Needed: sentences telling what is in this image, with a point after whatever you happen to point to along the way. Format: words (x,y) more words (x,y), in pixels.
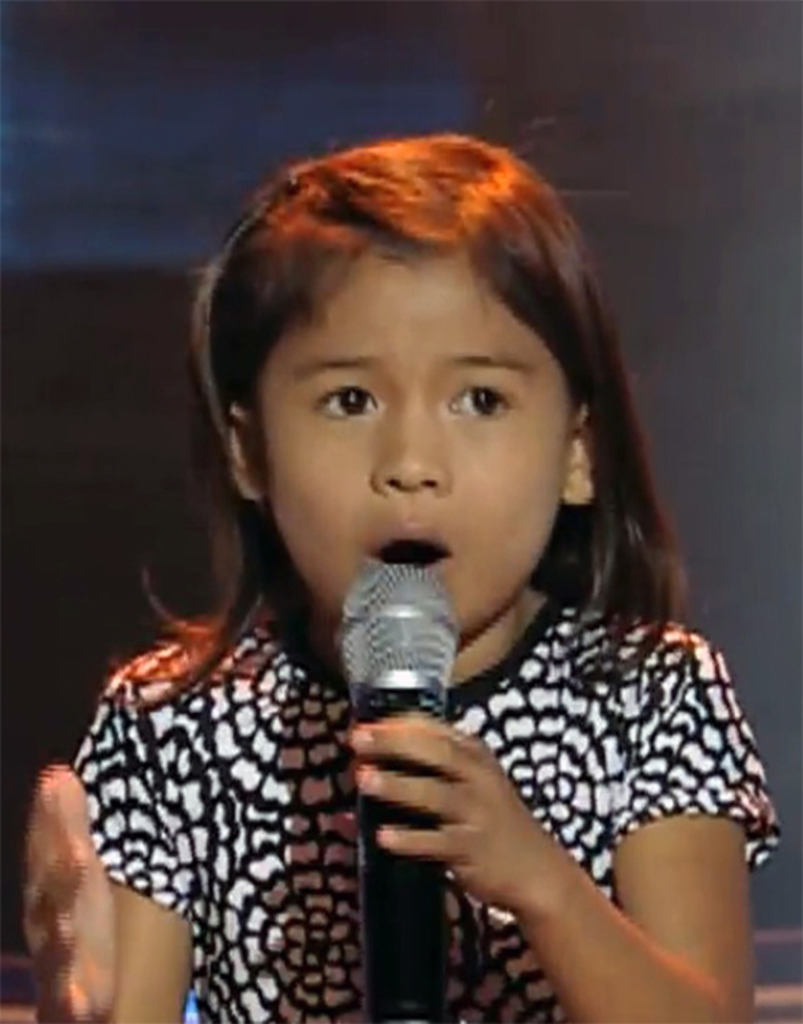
In this picture a girls (384,482) talking with the help of microphone (375,805).
